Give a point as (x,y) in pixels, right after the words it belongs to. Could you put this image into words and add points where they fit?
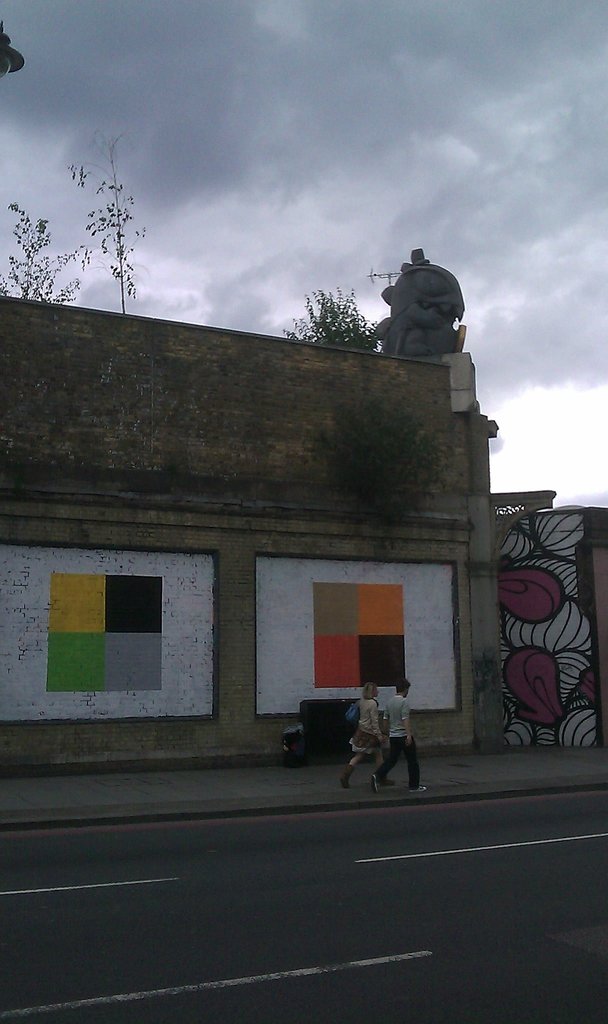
In this image I can see the road (187,840), the sidewalk (176,791), two persons (401,701) walking on the sidewalk (401,780) and the building (251,524) which is brown, white, black, green, yellow, orange and cream in color. In the background (325,306) I can see few trees (346,305) and the sky (259,122).
